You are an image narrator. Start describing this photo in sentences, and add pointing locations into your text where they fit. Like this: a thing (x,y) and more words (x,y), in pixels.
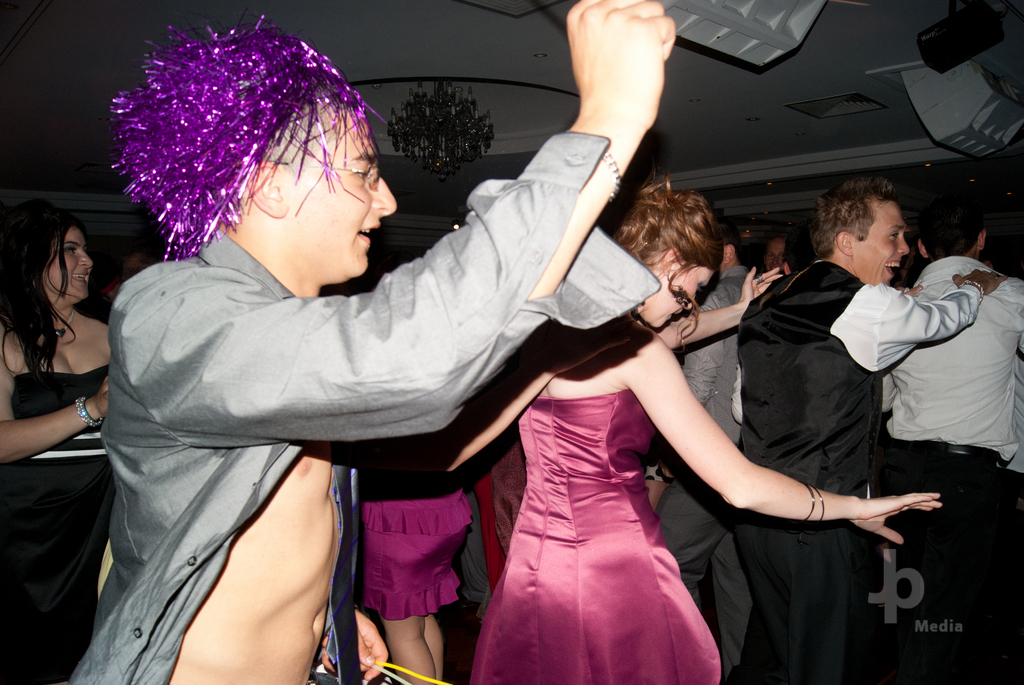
In this picture there is a man (248,218) who is wearing grey shirt (243,329). He is dancing. Here we can see group of persons (550,256) were dancing on the floor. Here we can see women (635,448) who is wearing pink dress (599,536). On the top (437,132) there is a chandelier (452,119).
